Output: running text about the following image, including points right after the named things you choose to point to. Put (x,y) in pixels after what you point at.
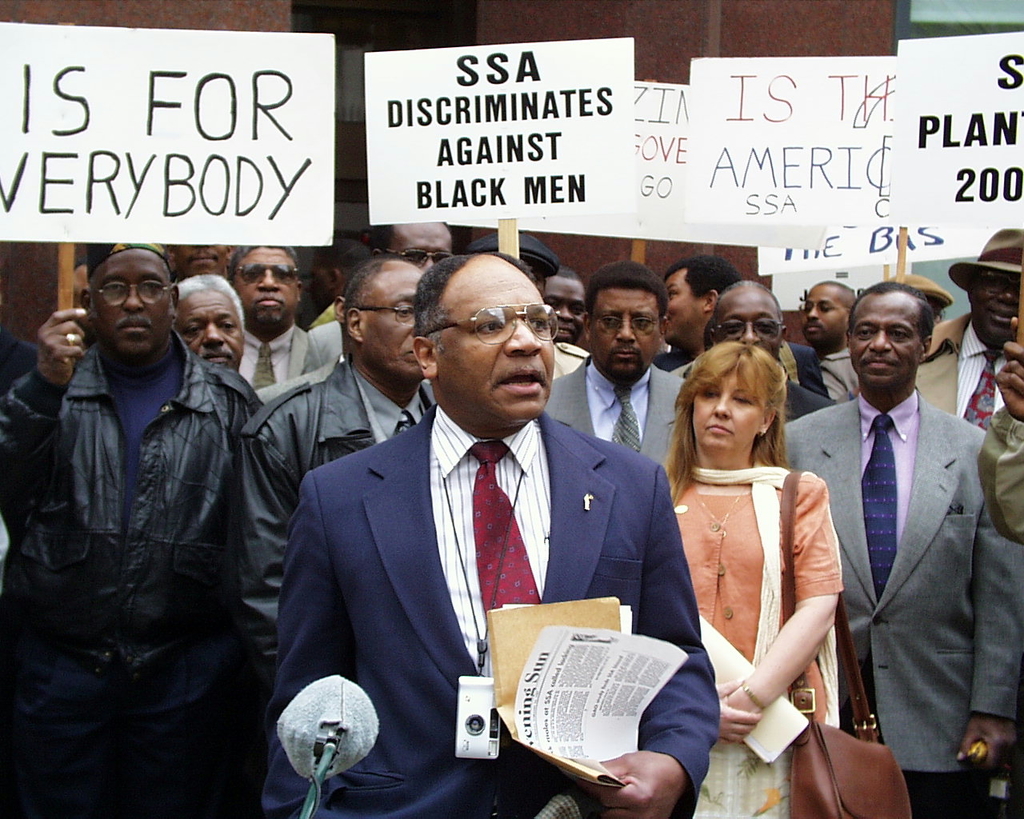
In the front of the image (761,441) I can see people (176,449) and an object (343,716). Among these people (584,465) one person (501,504) is holding papers (537,676) and worn camera (468,701). A woman (755,601) is holding an object (704,628) and wore bag (807,692). Few people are holding boards (625,104). In the background of the image (600,17) I can see a pillar (623,8).
